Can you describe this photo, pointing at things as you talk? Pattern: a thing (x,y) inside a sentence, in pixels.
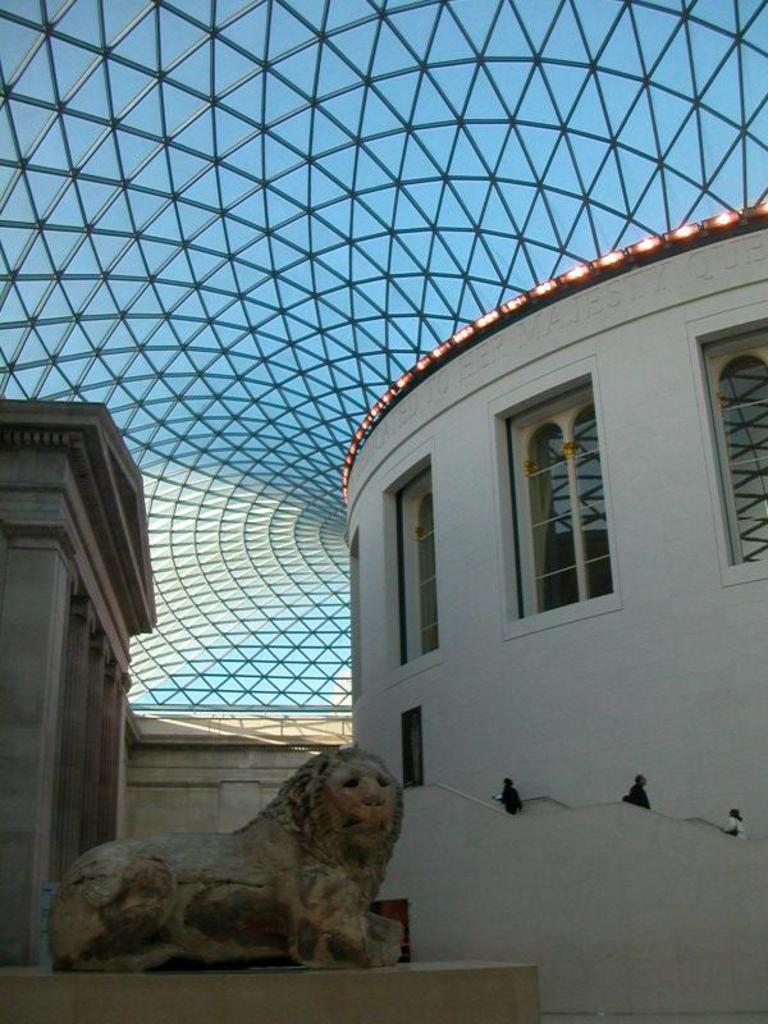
In the image we can see in front (125,925) there is a lion statue (216,853) and behind there is a building (497,626) and people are standing on the building (435,802). On the top (293,242) there is a glass roof (310,218).
